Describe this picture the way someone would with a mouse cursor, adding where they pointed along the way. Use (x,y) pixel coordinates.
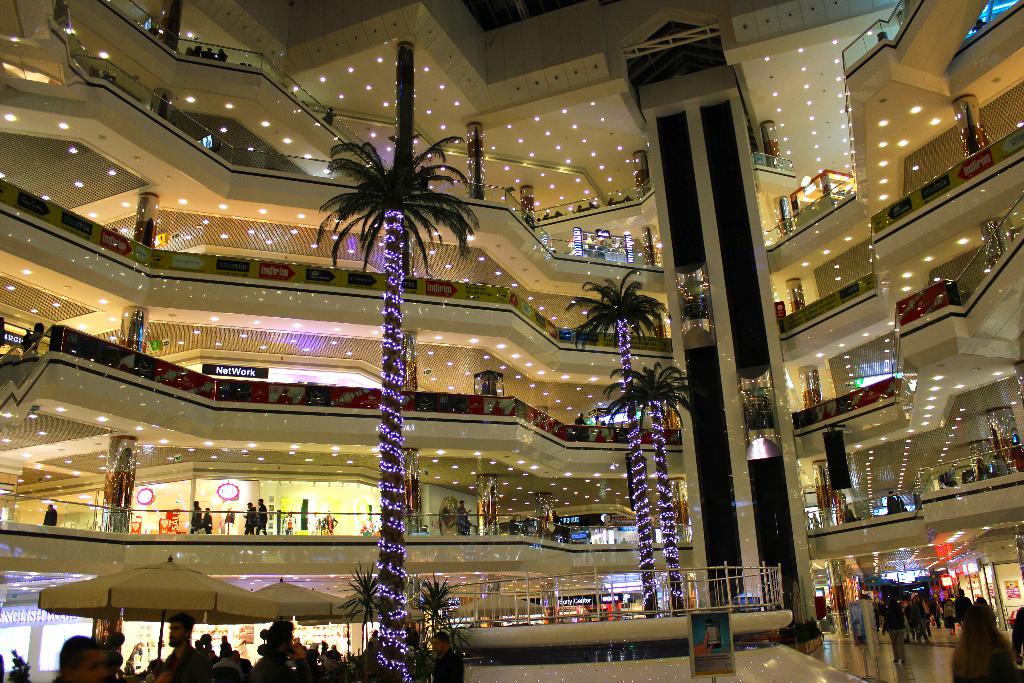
This is an inside view of an shopping complex (646,337), where there are trees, umbrellas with the poles (161,606), passenger lifts (715,187), name boards (450,296), stalls (41,650), lights (8,491), light boards (56,661), group of people (985,610).
